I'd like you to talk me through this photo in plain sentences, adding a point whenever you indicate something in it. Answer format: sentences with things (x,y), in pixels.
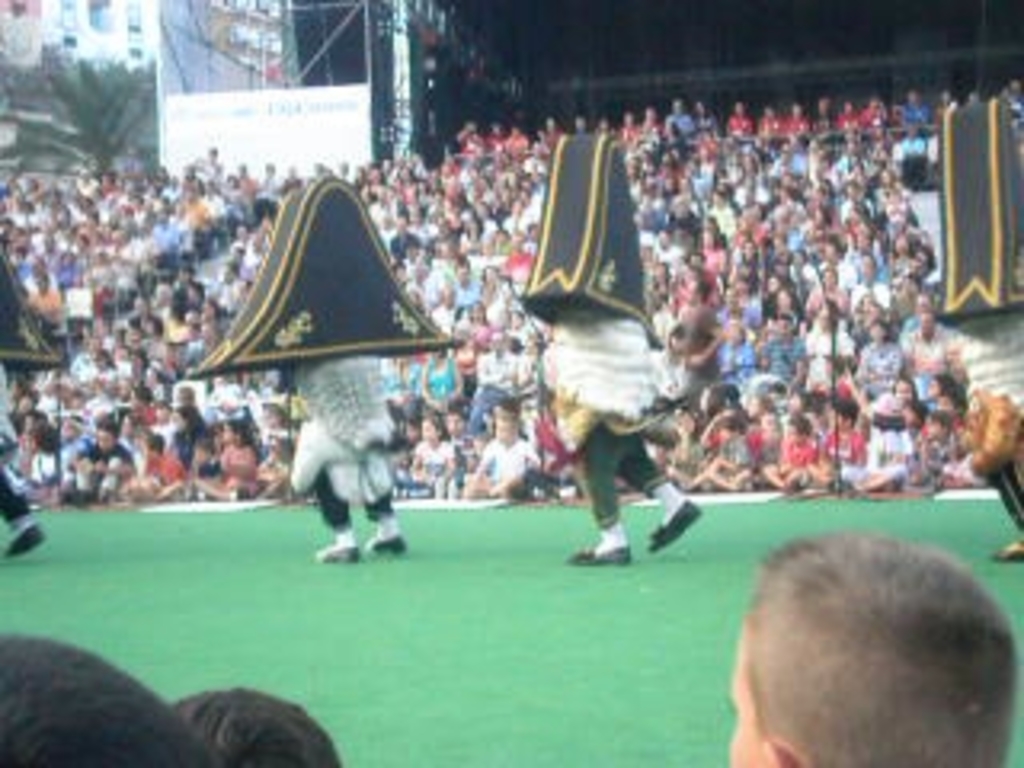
In this image I can see in the middle (347,305) 2 men persons (623,454) are walking, they wore different things (597,329). At the back side (211,278) a group of people (656,198) are sitting and observing this performance on this stage (605,587). On the left side (114,156) there is a tree (91,94), at the top (97,32) there are buildings (118,30).
